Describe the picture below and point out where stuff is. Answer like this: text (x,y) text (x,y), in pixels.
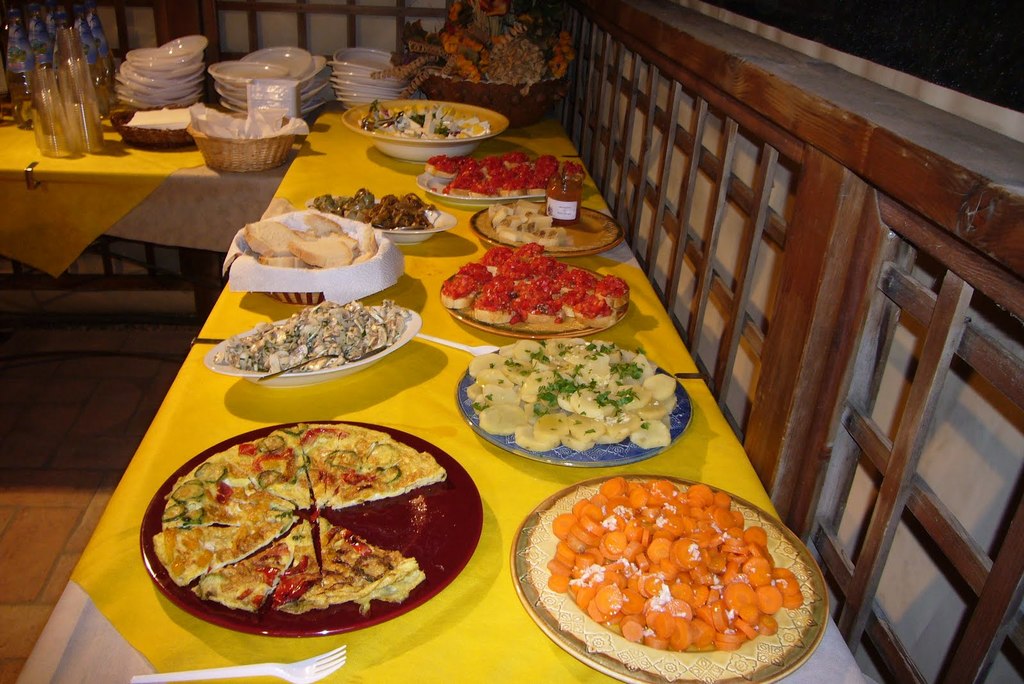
In this image there are so many food items (520,220), plates (323,86), tissues (257,132), baskets (264,144), glasses (65,63) and a few other objects (472,8) are arranged on the table (326,156), beside the table (603,203) there is a wooden wall (645,117).
